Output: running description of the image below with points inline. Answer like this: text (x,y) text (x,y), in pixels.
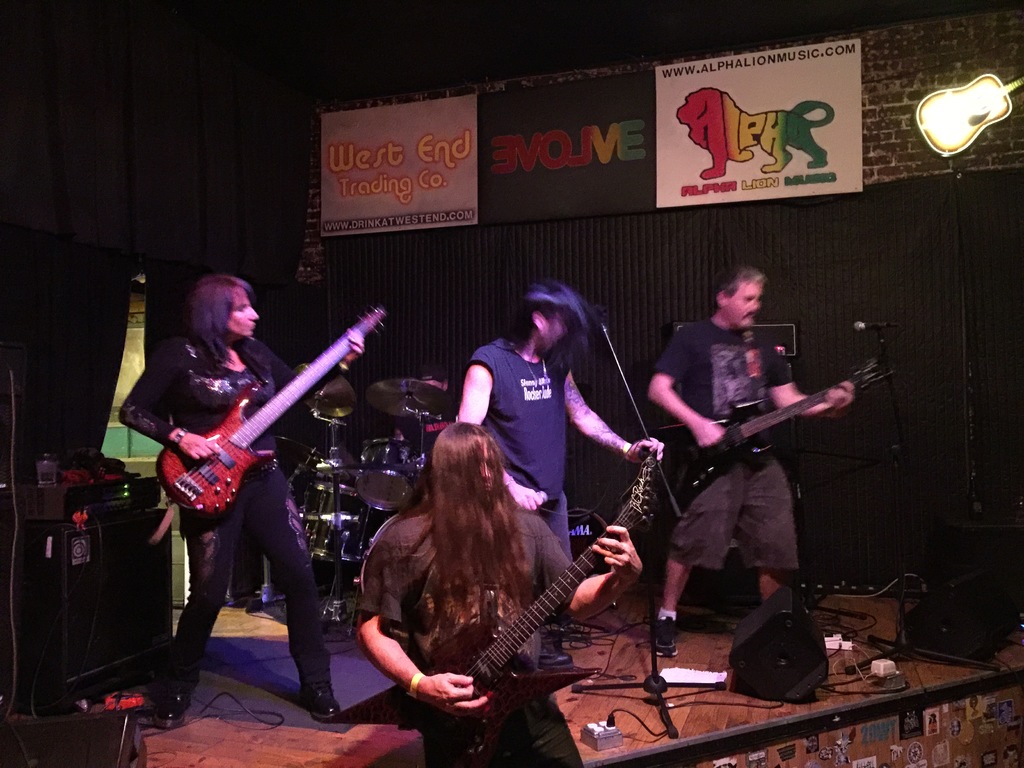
This 3 persons (739,309) are standing on a stage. This 3 persons (724,351) are playing a guitar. This person (555,434) is holding a mic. Far there is a musical instruments (326,469). On wall (869,150) there are 3 posters (659,150).
